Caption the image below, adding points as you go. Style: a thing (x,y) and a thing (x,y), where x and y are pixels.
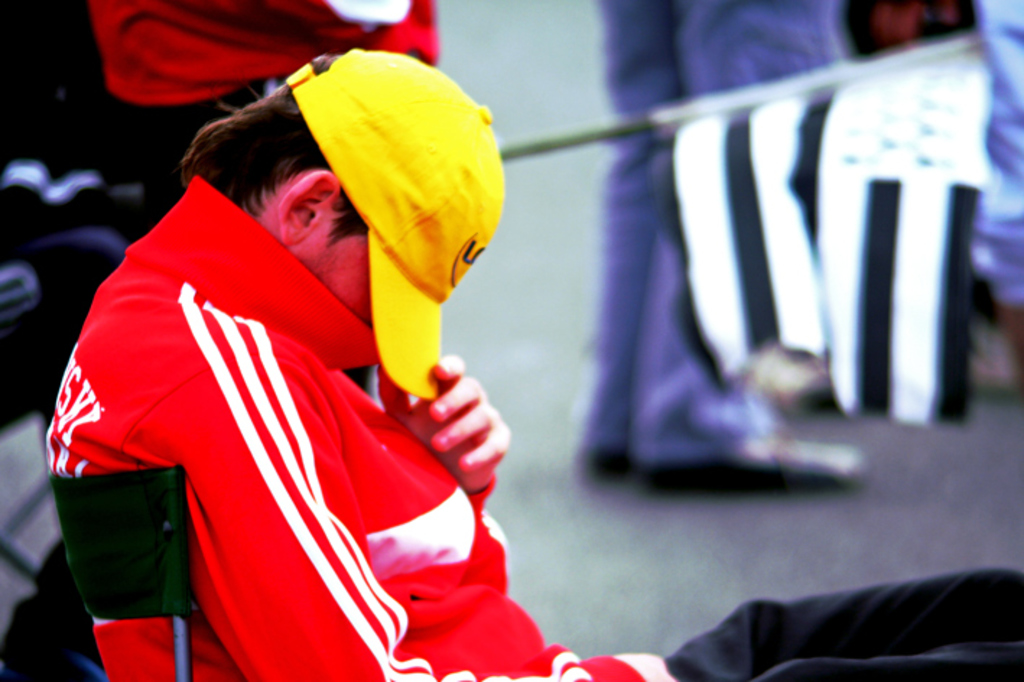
In this picture I can observe a person (358,643) sitting on the chair (147,592) wearing red color dress (292,404) and yellow color cap (407,254) on his head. In the background (135,39) there are some people (617,420) standing on the road (588,394).
